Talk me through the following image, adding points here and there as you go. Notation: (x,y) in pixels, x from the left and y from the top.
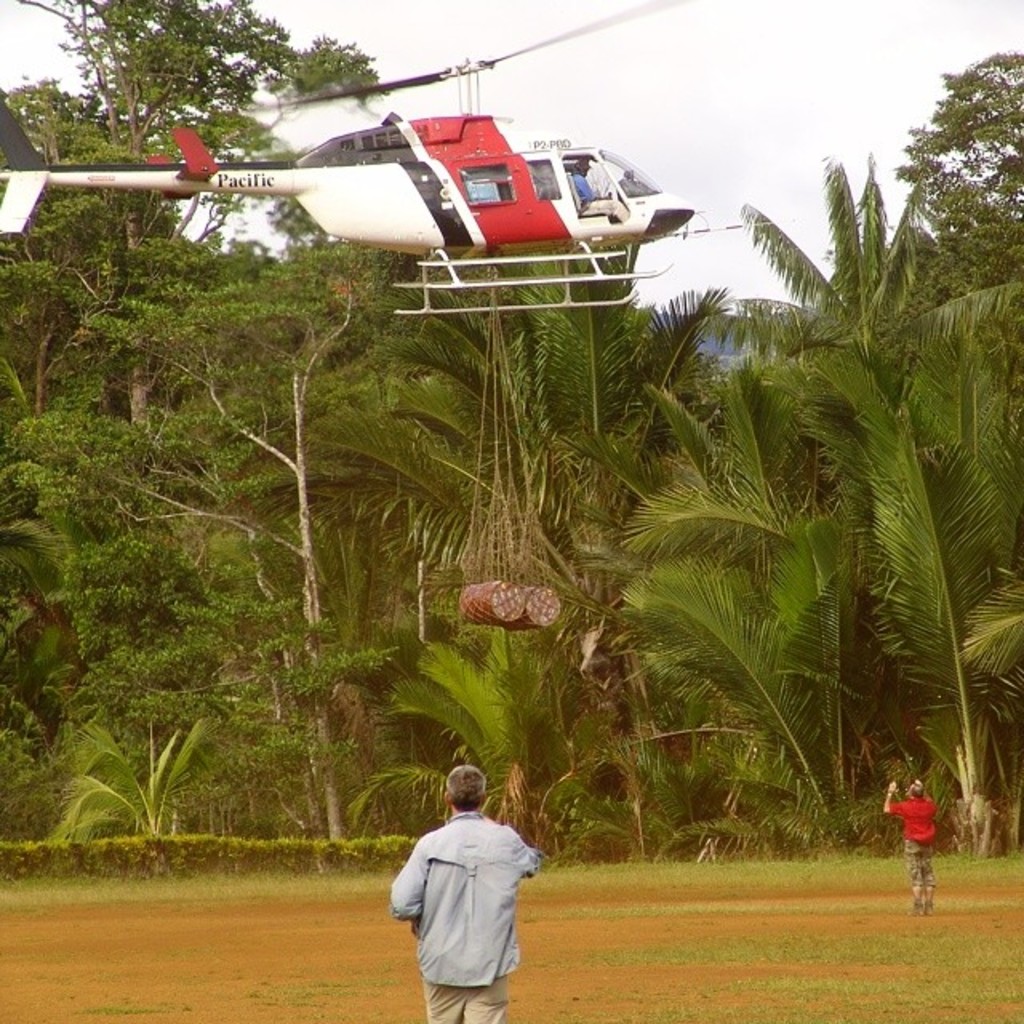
In the foreground of the image (470,955) we can see the ground (589,910) and two persons (428,915) are seeing upwards. In the middle of the image (494,398) we can see things (553,600) in the net (506,626) and trees (480,675). On the top of the image (687,245) we can see helicopter (639,214) and the sky (755,69).
